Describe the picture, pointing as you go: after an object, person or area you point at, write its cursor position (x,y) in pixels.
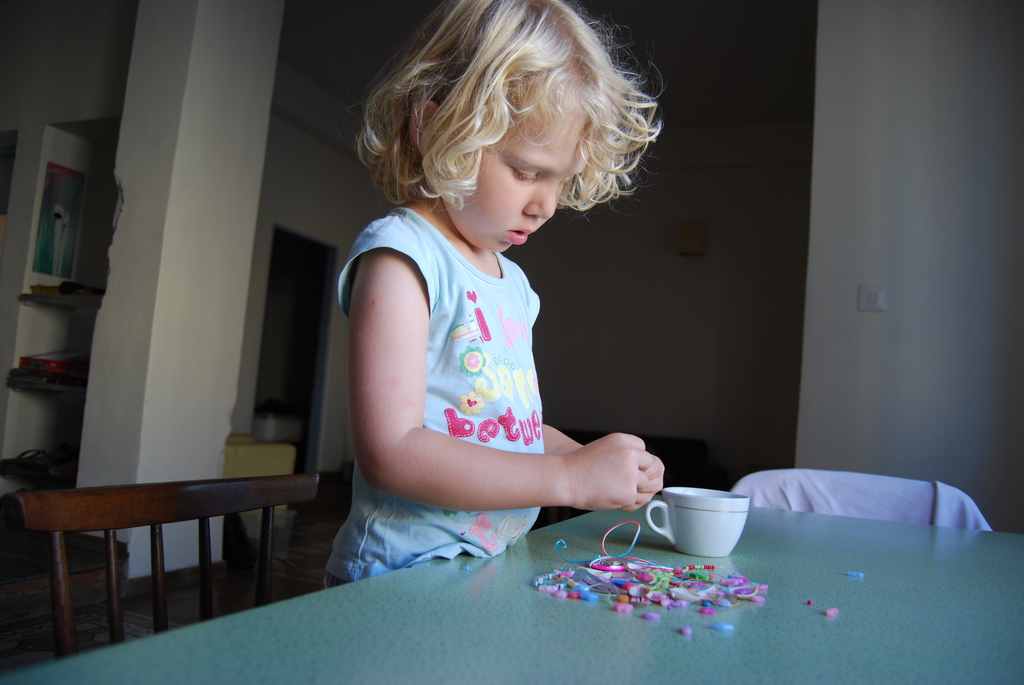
This image is taken inside a room (795,26). In the middle of the image (593,453) a kid (598,49) is standing near the table (362,587) and playing with few things (630,578). In the bottom of the image (679,658) there is a table (994,580) and a cup (676,518) on it. In the right side of the image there is an empty chair (837,479). In the background (6,288) there is a wall (9,316) with pillar (160,153).
